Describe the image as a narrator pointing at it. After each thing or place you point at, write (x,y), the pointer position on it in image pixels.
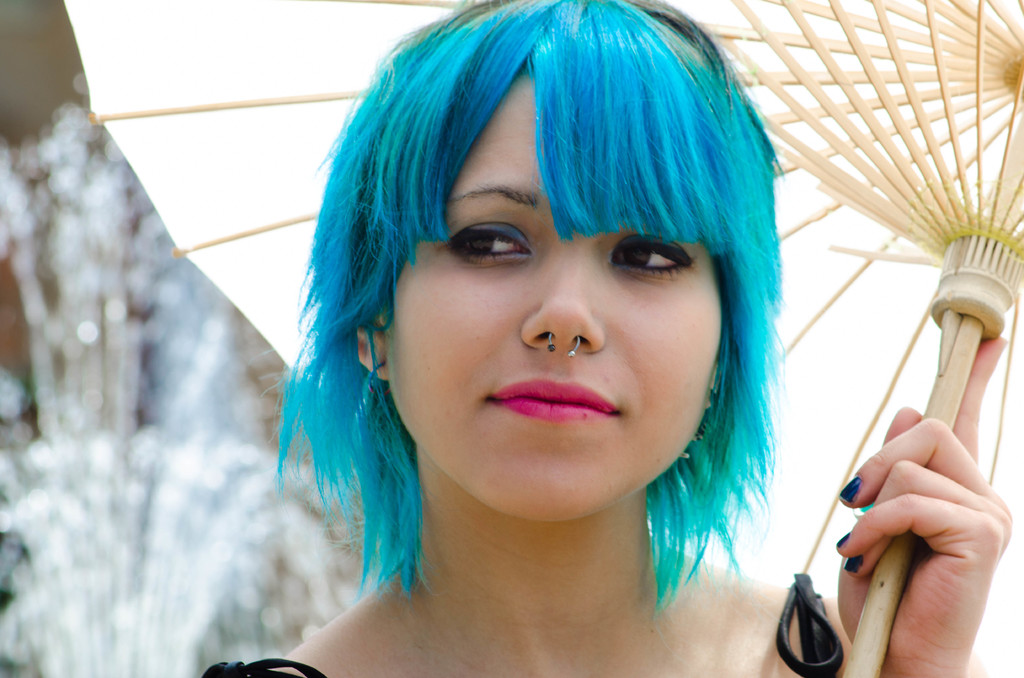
There is a person (719,429) with blue hair (567,108) and holding umbrella (904,155). Background (24,72) it is blur.
